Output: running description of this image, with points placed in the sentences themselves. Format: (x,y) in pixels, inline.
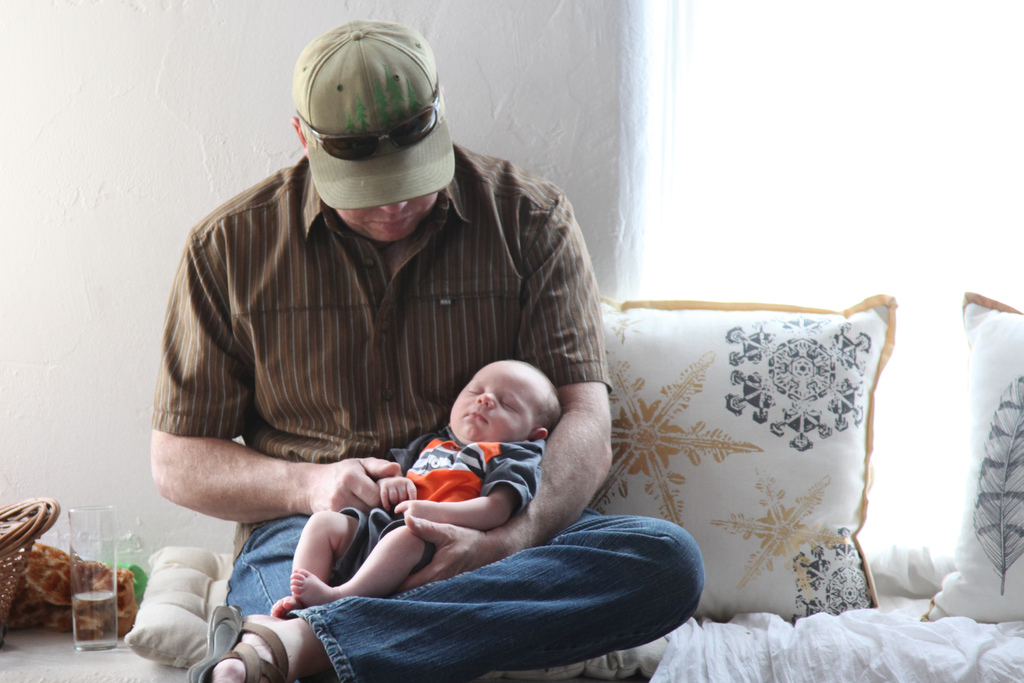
In this picture we can see a man (404,430) sitting and holding a baby (410,530), he wore a cap (427,181), we can see two pillows (834,430) and a cloth (857,635) here, in the background (126,178) there is a wall (118,98), we can see a glass (97,596) here.
